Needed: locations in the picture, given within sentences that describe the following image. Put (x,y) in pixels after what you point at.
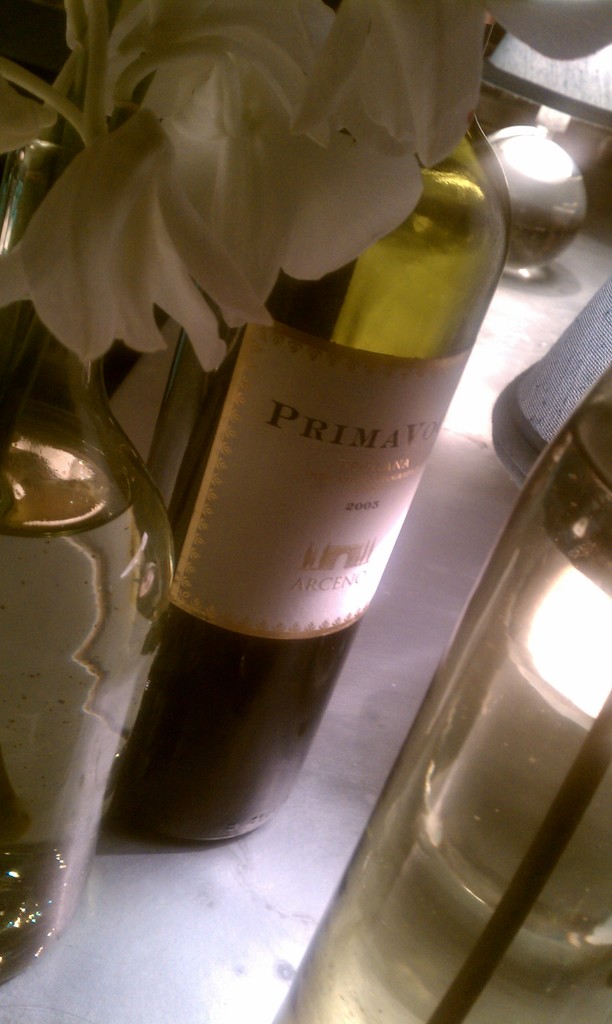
In this picture there are bottles (253,529) and there is a flower vase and there is a lamp (535,168) and there is an object (604,342) on the table (280,896) and there is text (354,463) on the bottle (384,454) and there are white color flowers (174,59) in the flower vase (15,764).
